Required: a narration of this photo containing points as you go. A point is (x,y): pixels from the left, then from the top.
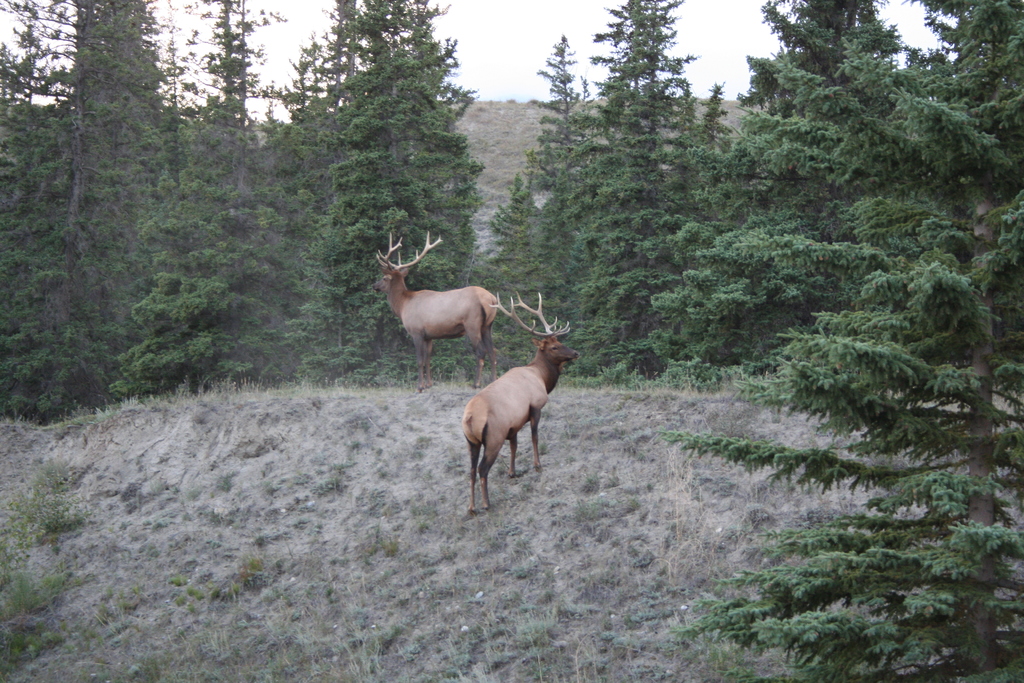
In this image, we can see some animals (457,327) on the ground (570,557) and in the background (675,237), there are trees (670,186) and there is a hill (483,132).
